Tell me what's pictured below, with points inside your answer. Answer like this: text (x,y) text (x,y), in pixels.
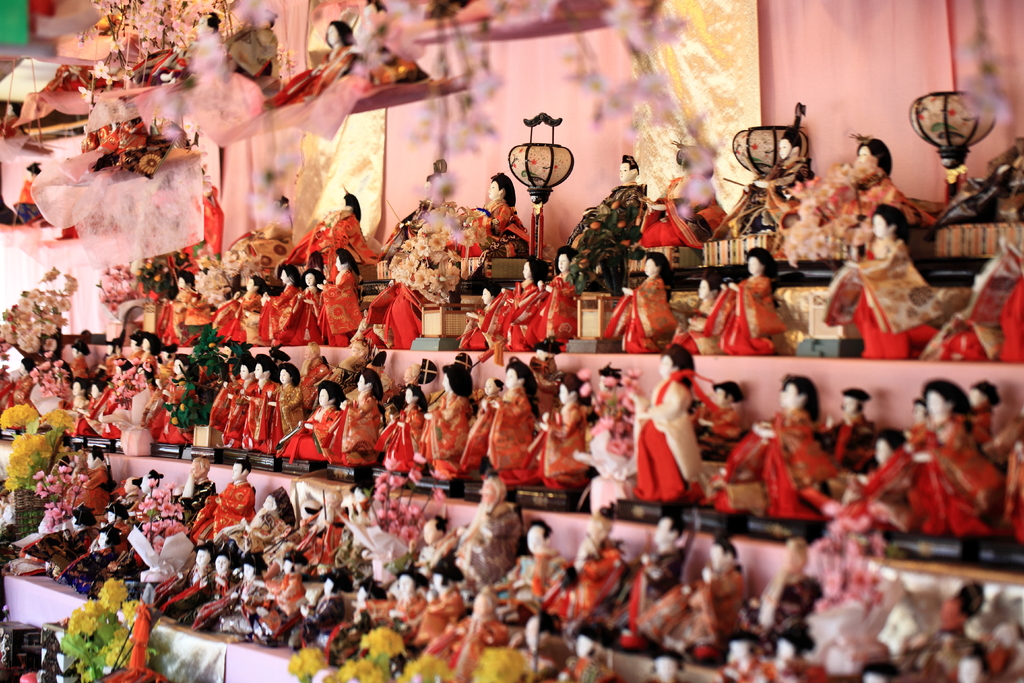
In this picture I can see a bunch of toys (611,561) and few flowers (100,639) to the toys (480,639) and few toys (65,89) are hanging.
